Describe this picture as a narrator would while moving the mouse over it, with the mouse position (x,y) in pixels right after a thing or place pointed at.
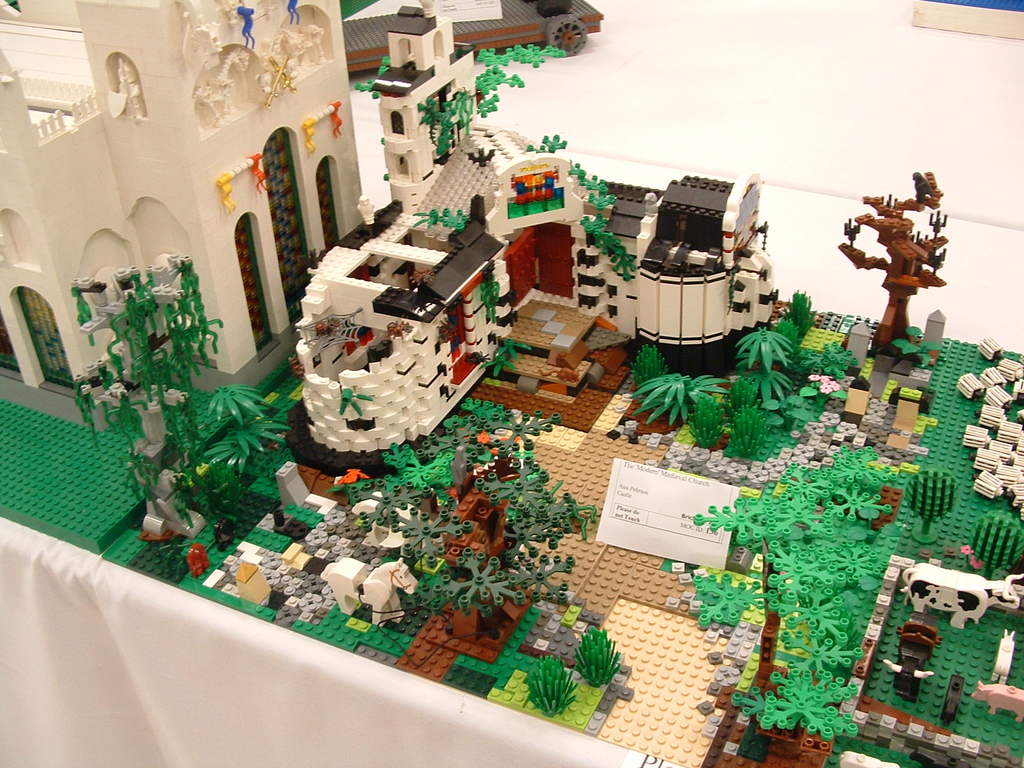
In this image we can see a building (346,372), houses (341,357), trees (455,442), vehicles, cows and the sheep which are built with the Lego blocks (349,542) placed on the table (374,668). We can also see a paper (659,534) with some text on it.
